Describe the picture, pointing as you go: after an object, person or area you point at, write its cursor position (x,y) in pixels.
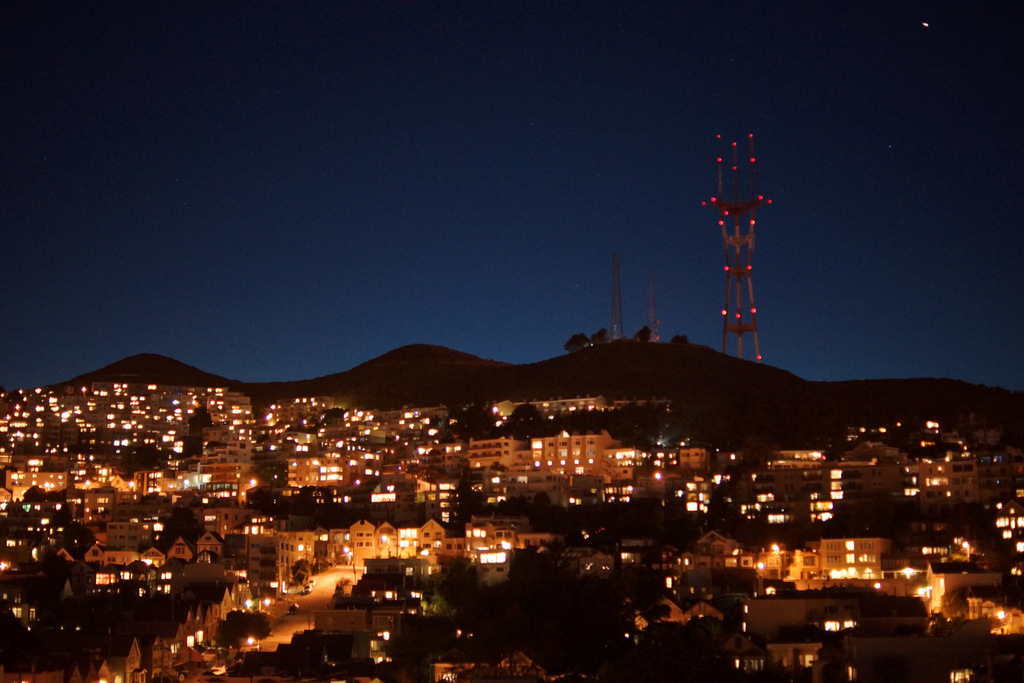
In the center of the image (427,367) there are hills (658,349). At the bottom (185,570) there are many buildings (185,570) and we can see lights (658,456). In the background (655,325) there are towers (617,330) and sky (418,163).
